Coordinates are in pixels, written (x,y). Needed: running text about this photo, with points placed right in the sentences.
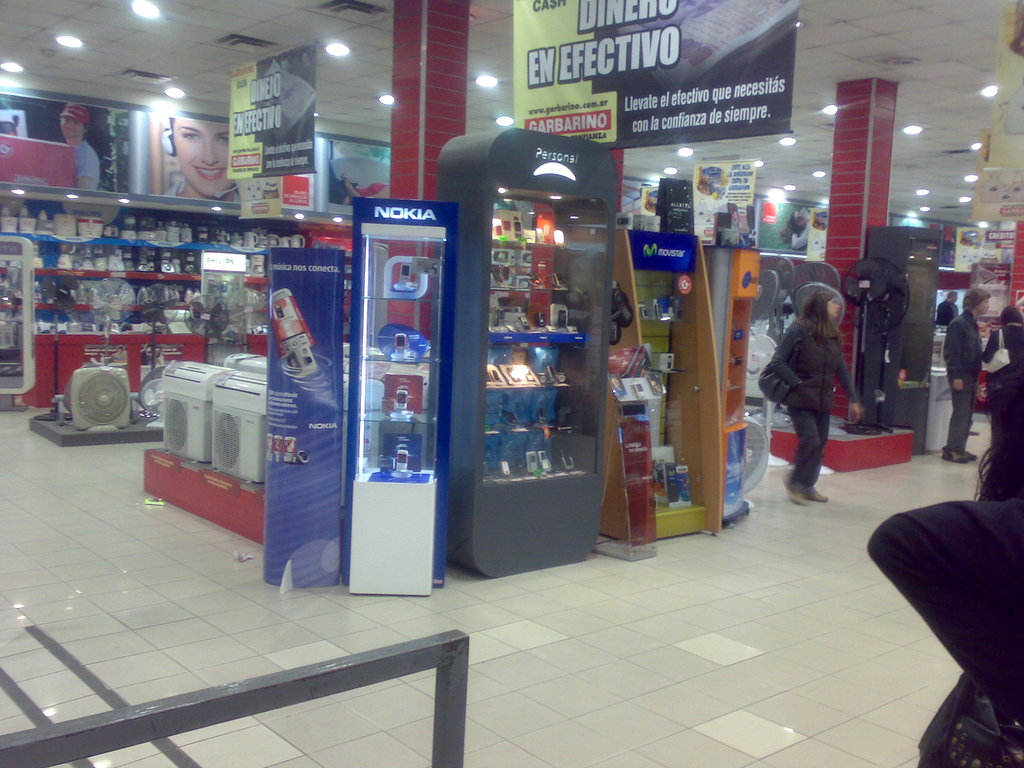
This image is taken inside a store (554,517), there are mobile phones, coolers (222,406), fans (156,292) and some other electrical items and few people (973,385) are standing in the store (960,493).
